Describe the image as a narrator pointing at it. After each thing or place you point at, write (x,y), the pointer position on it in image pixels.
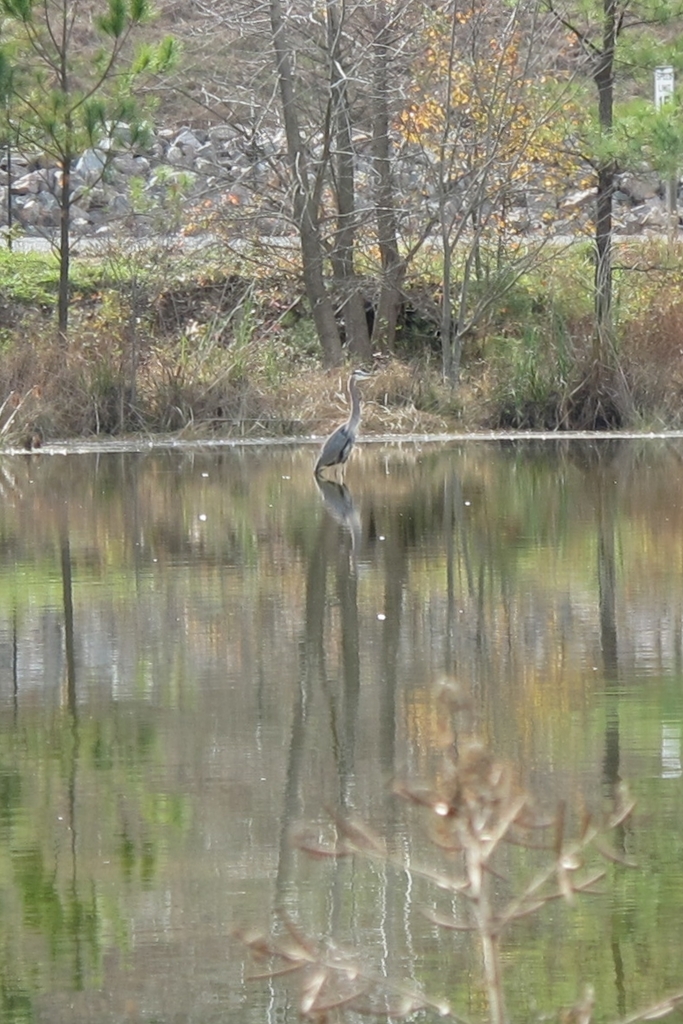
In this image there is a tree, behind the tree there is a heron (327,466) on the river (491,485). In the background (657,238) there are trees (640,157), road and some stones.
